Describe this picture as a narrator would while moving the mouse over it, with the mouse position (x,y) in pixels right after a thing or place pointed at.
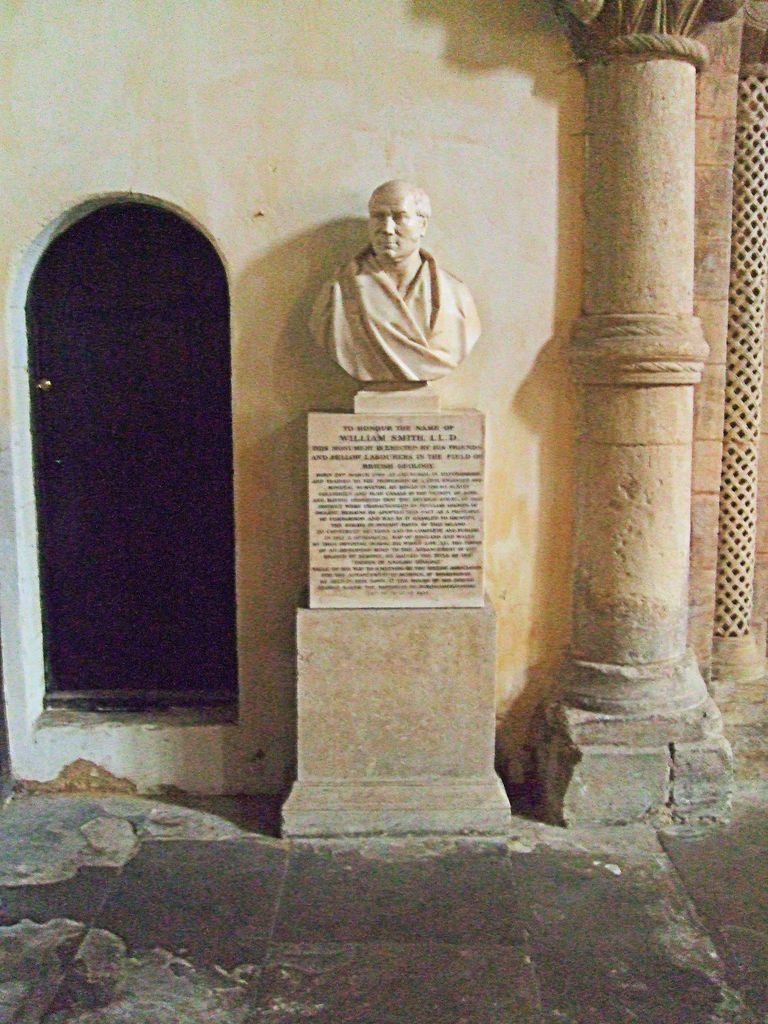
In this picture I can see the statue (427,253) and the text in the middle (435,420), on the left side (102,433) it looks like a door (177,390). On the right side (599,8) there is the pillar (655,497).
